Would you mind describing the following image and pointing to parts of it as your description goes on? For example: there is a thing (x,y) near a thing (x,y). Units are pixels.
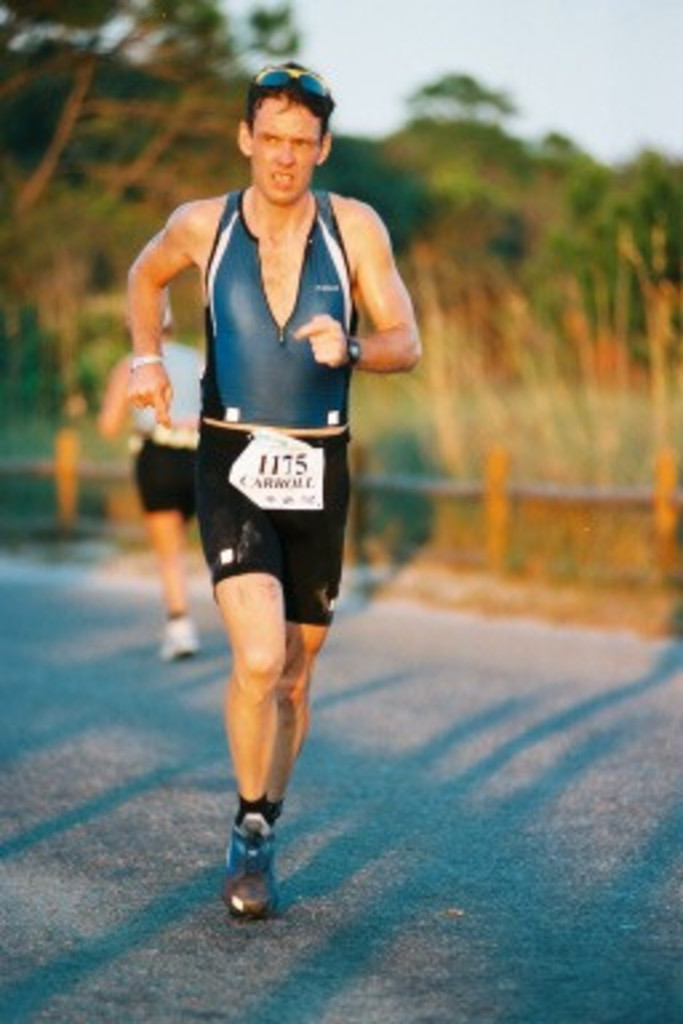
This picture shows a couple of men (211,457) running on the road (199,685) and we see trees (391,204) and a cloudy sky (361,59).
